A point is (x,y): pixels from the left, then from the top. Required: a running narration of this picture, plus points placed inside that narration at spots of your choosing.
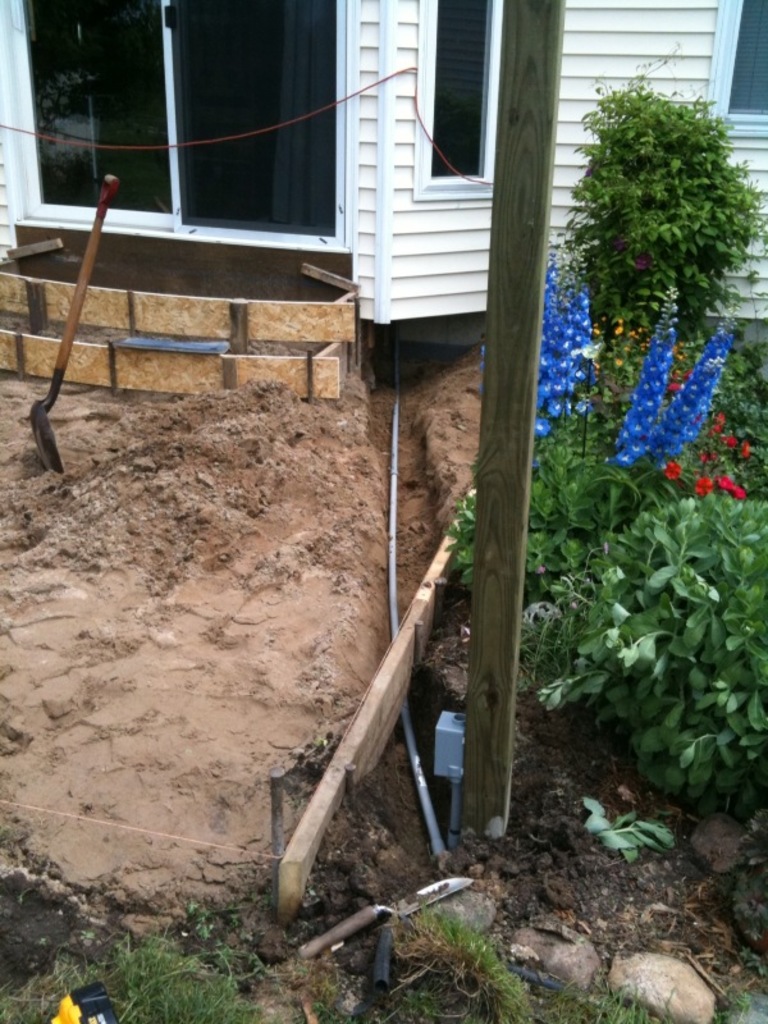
In this image we can see plants (654,410) with flowers (661,444), pipe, digging tool (304,957), objects (374,744), sand (133,697), wooden pole (512,459), wall (373,177), windows (57,157), glasses (154,181) and other objects (68,997).
